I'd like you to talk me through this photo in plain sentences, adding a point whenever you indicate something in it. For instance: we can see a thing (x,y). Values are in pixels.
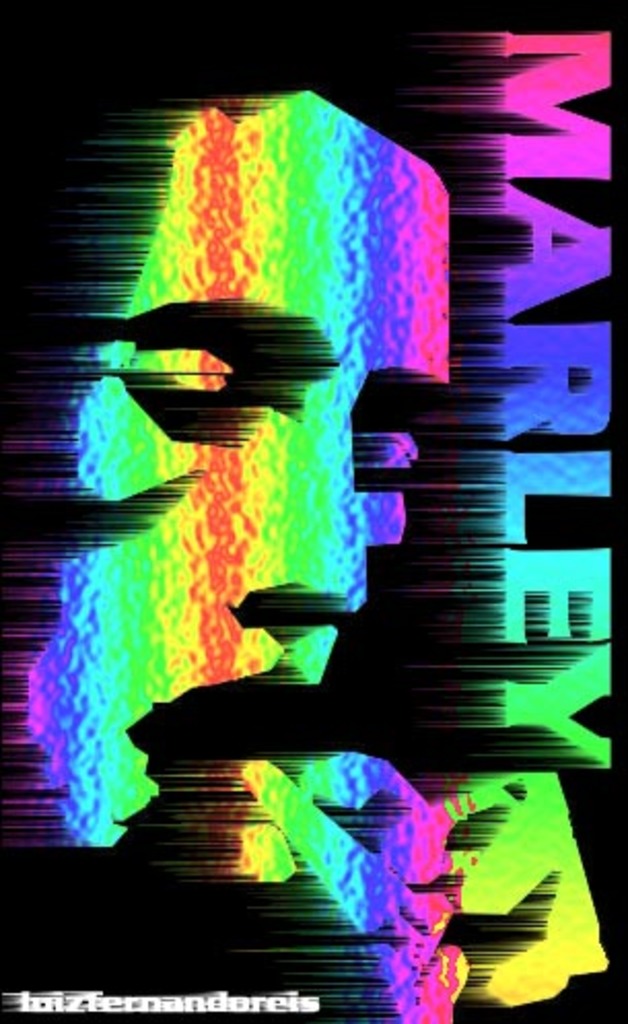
This is an animated image with some text (521,685) and image (270,528) on it.
